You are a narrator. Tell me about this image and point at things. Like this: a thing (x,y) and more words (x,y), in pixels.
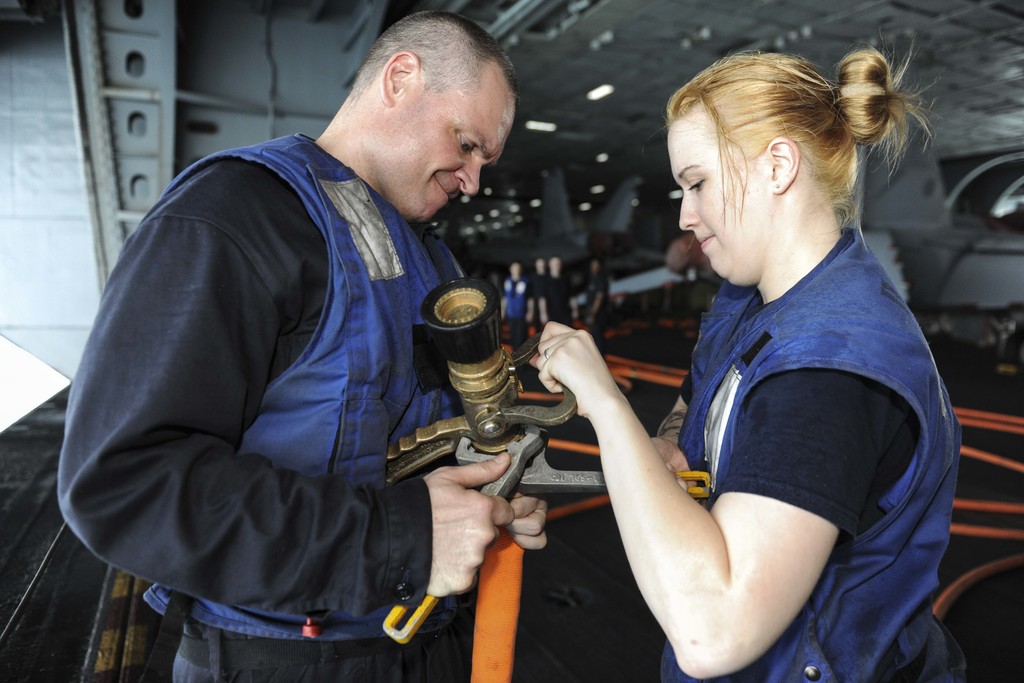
In this image there are two persons (422,370) standing and holding an object (408,435), and at the background (464,235) there are group of people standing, lights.
